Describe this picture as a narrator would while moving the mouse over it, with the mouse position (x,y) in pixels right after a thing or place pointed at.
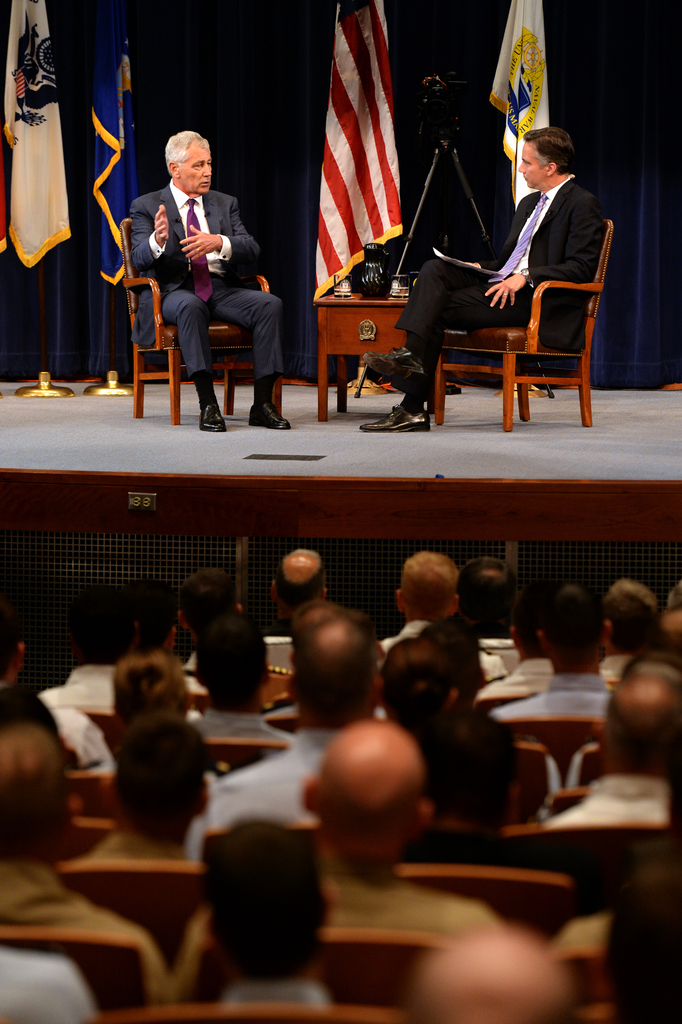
This is a picture of a hall (536,25) in which the people (27,890) are sitting in the chairs (360,946) and on the stage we have two chairs (178,372) and a table (350,303) in between and on chairs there are two people (194,293) sitting and on the table (368,299) we some things (380,261) and behind them there is a blue curtain (617,130) to which there are some flags (38,59).
